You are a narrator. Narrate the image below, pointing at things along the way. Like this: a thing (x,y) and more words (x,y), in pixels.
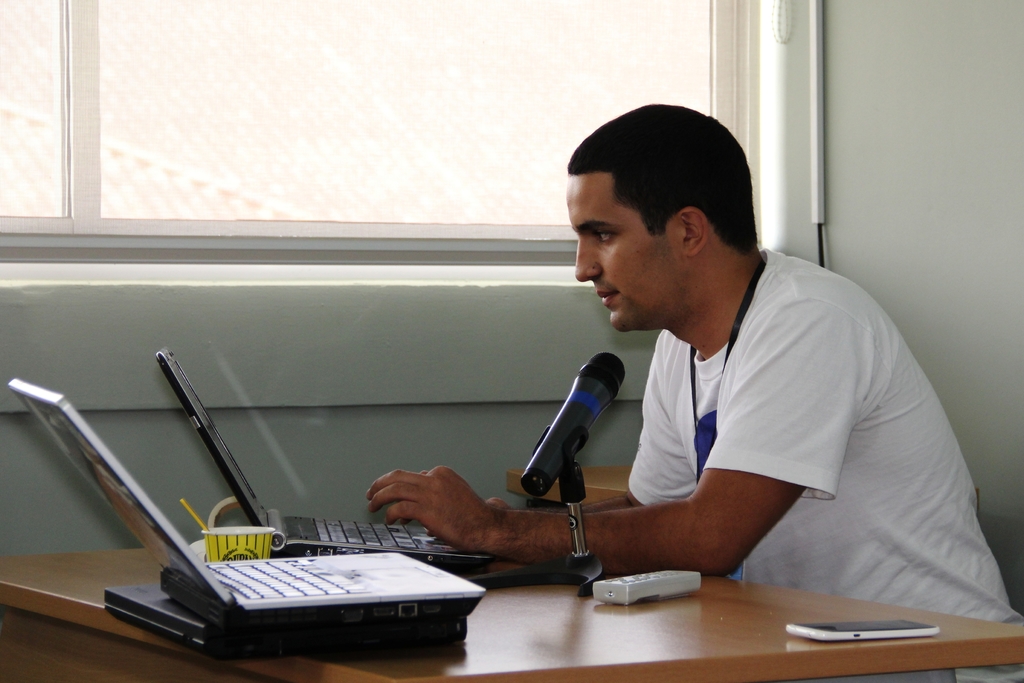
In this image we can see a person (832,463). There are many objects (426,607) placed on the table (418,660). There is a cable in the image. There is a window (304,221) in the image.
